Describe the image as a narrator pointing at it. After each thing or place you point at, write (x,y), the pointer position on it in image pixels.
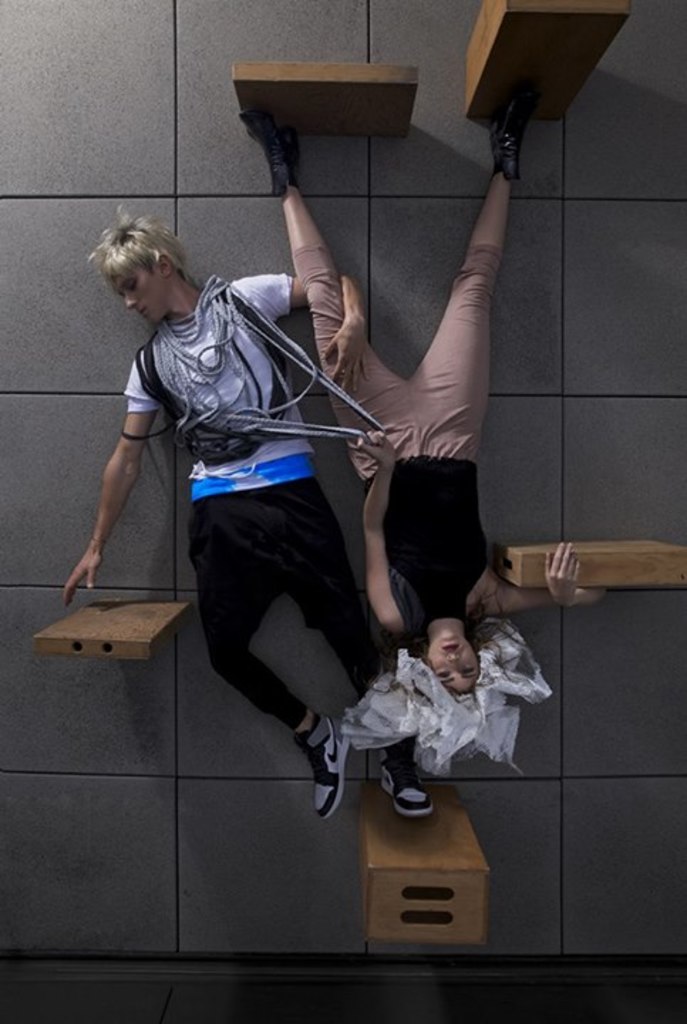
In this image there are two people (261,480) laying on a floor (148,520) and there are wooden blocks (293,119).
